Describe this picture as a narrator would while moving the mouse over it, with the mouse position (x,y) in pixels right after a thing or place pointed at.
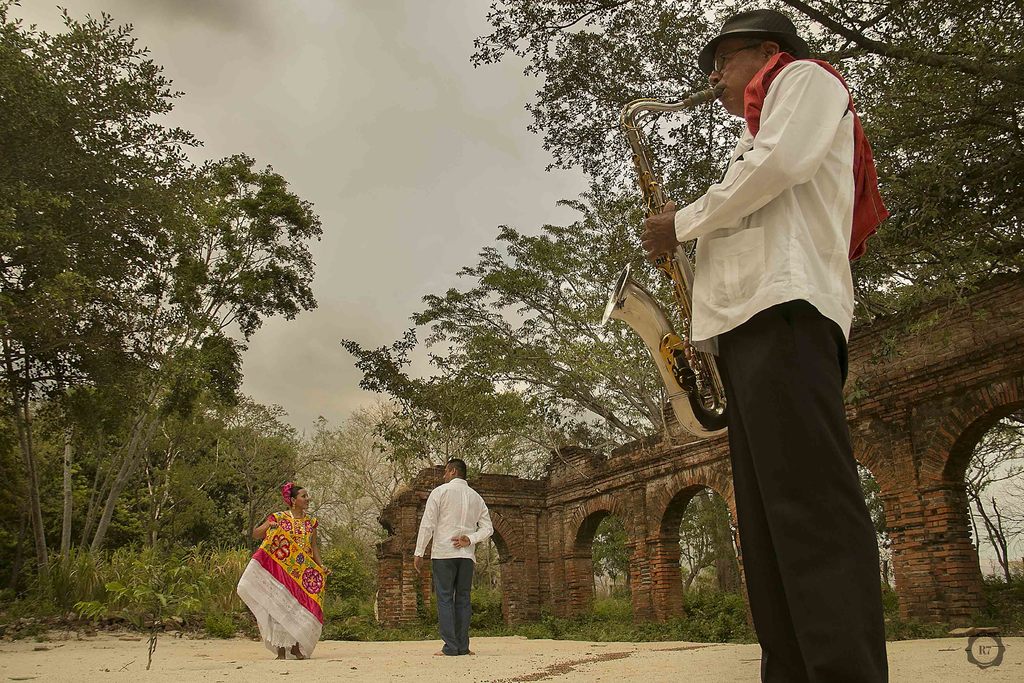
In this image, we can see three persons (761,589) are standing. On the right side (771,407), a person (790,286) is playing a musical instrument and wearing glasses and hat (746,39). Background (876,447) we can see wall (864,443), trees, plants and sky (1010,500). On the right side (985,663) bottom corner, there is a logo (981,649).
